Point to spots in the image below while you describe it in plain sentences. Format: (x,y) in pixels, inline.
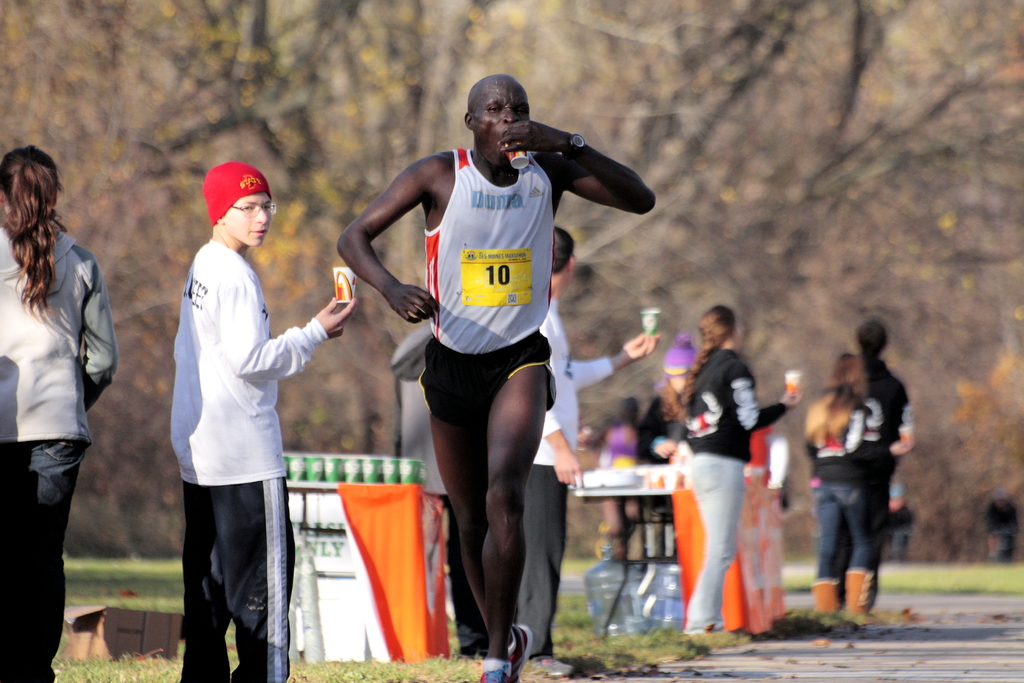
In this image I can see a person (532,300) is running, holding a glass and there are some remaining persons (868,402) holding glasses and there are two tables (352,501) visible under the table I can see two cans (634,592) visible in the middle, there are some trees (889,127) visible, a box (120,641) is kept on the left side (130,624) and a road (886,636) visible at the bottom (939,641).
